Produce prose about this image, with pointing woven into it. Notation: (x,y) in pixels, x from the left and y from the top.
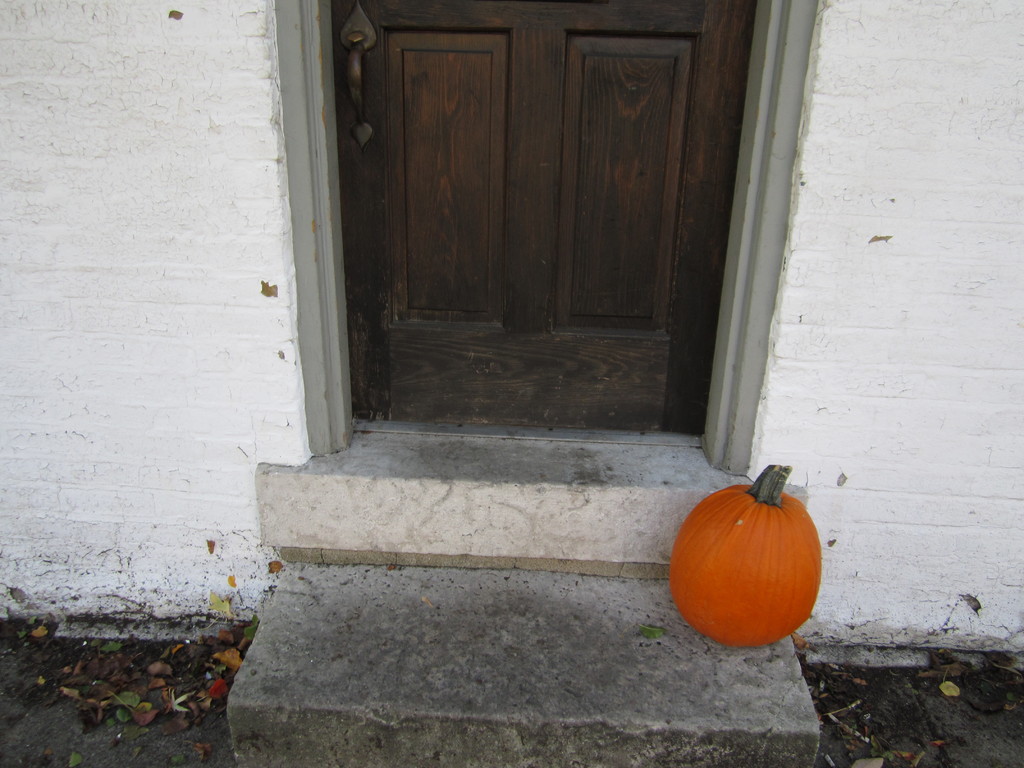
This image consists of a door (575,258) made up of wood (598,349). At the bottom (728,613), we can see a pumpkin (728,613). And there is a wall (286,216) in white color.
